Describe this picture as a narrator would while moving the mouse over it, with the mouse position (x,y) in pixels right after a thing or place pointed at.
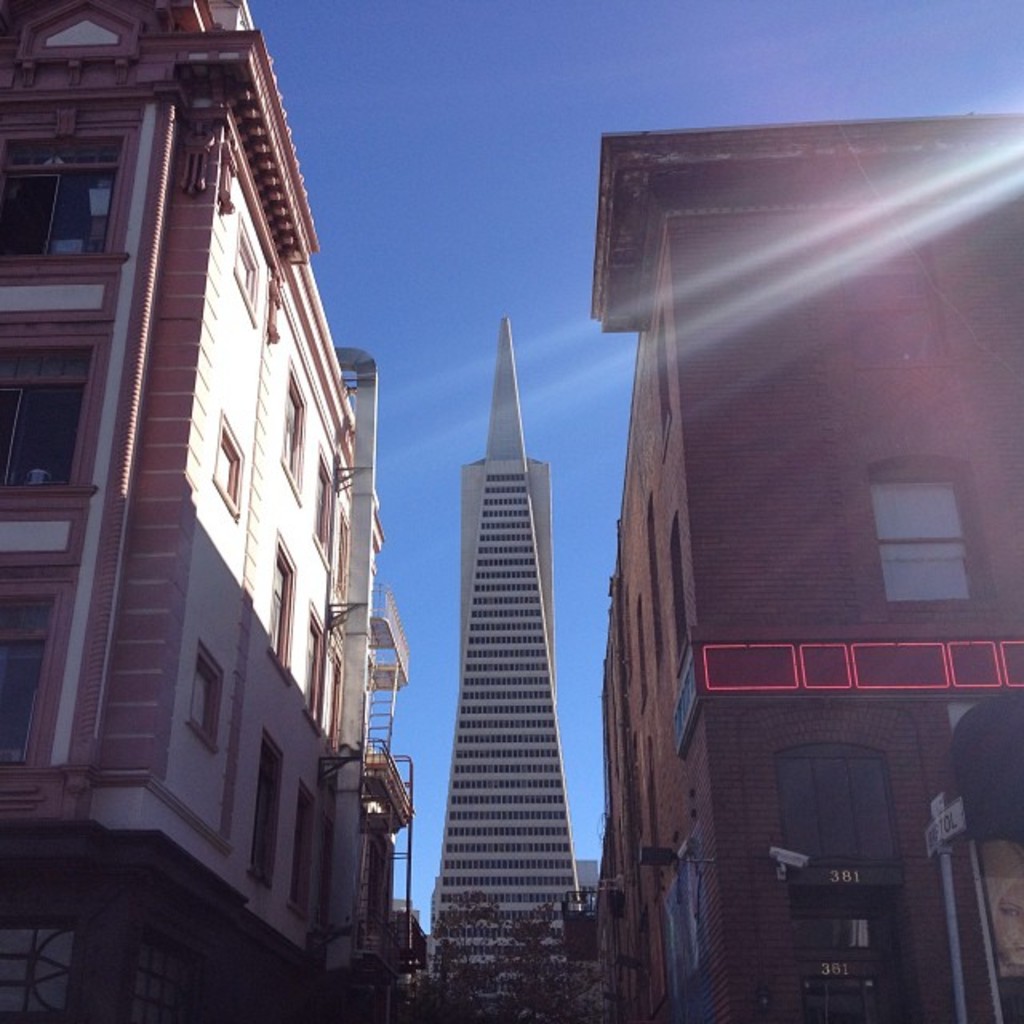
In this image I can see few buildings (349,739). At the bottom (474,960) there are few trees (523,962) and a pole (951,914). At the top of the image (433,150) I can see the sky (421,159).
